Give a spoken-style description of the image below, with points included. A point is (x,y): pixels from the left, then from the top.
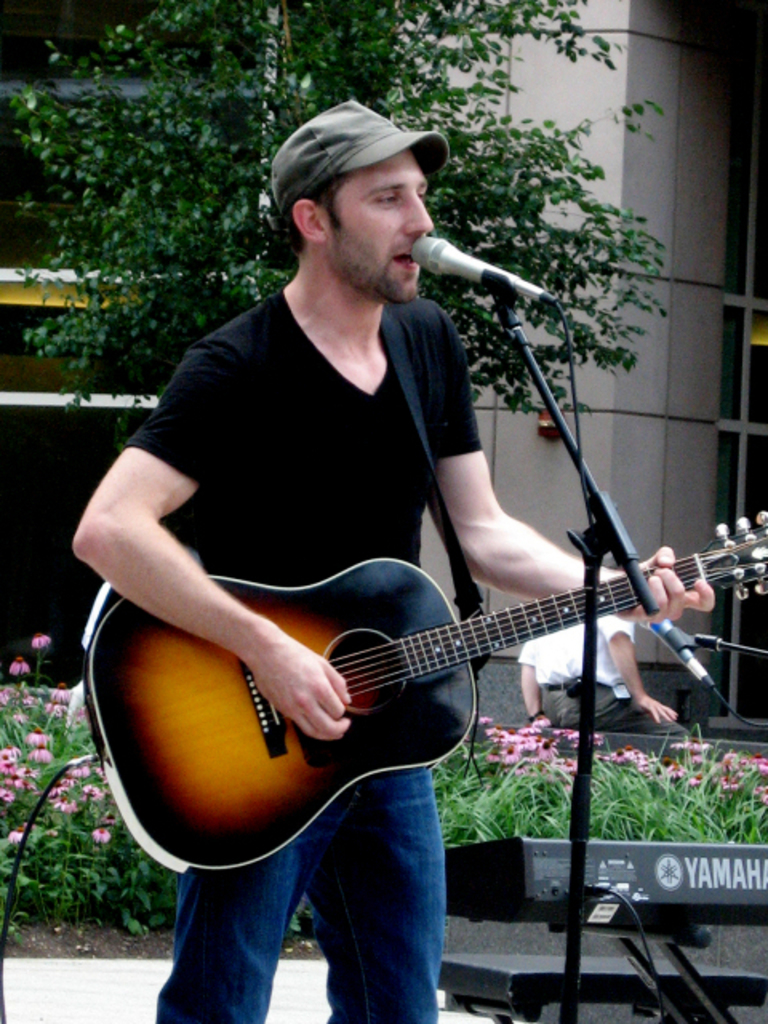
As we can see in the image there is a building (633,174), tree (251,16), plants (57,697) and a man (268,997) holding guitar (374,685). In front of him there is a mic (468,271).
